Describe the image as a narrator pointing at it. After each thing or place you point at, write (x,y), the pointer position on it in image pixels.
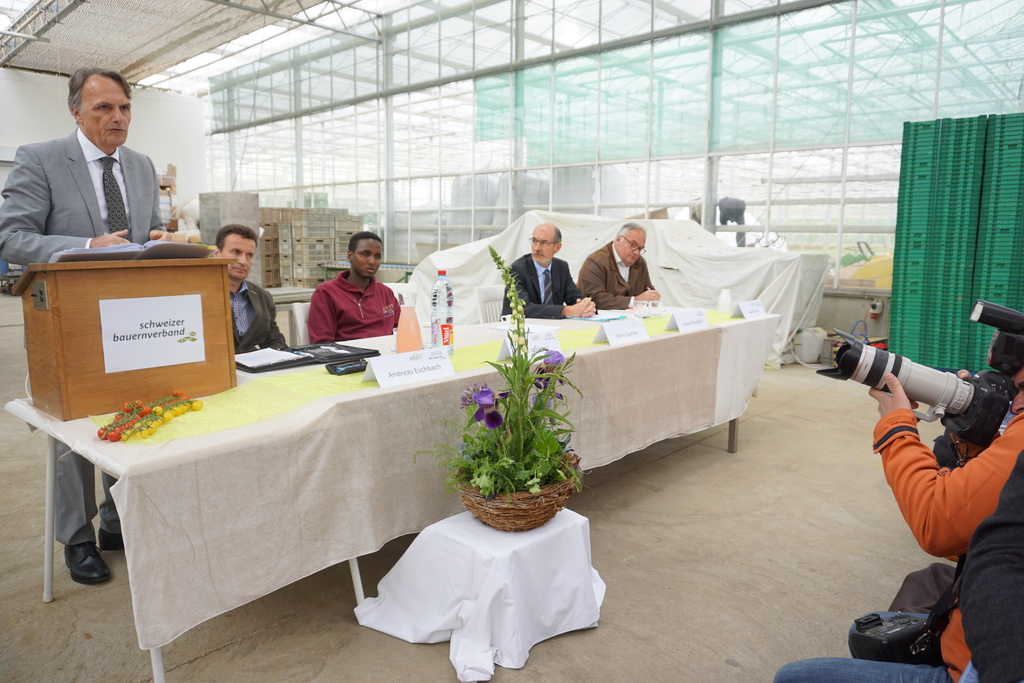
In this image we can see a group of persons (238,324). In front of the person (255,313) we can see few objects (211,380) on a table (198,430) and a plant (531,438) is placed on a white surface (523,560). Behind the persons (510,292) we can see few objects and a wall (388,66) with glass (492,53). At the top (184,22) we can see the roof (168,45). On the right side (966,613), we can see few objects (957,257) and a person (957,501) holding a camera (937,378).
